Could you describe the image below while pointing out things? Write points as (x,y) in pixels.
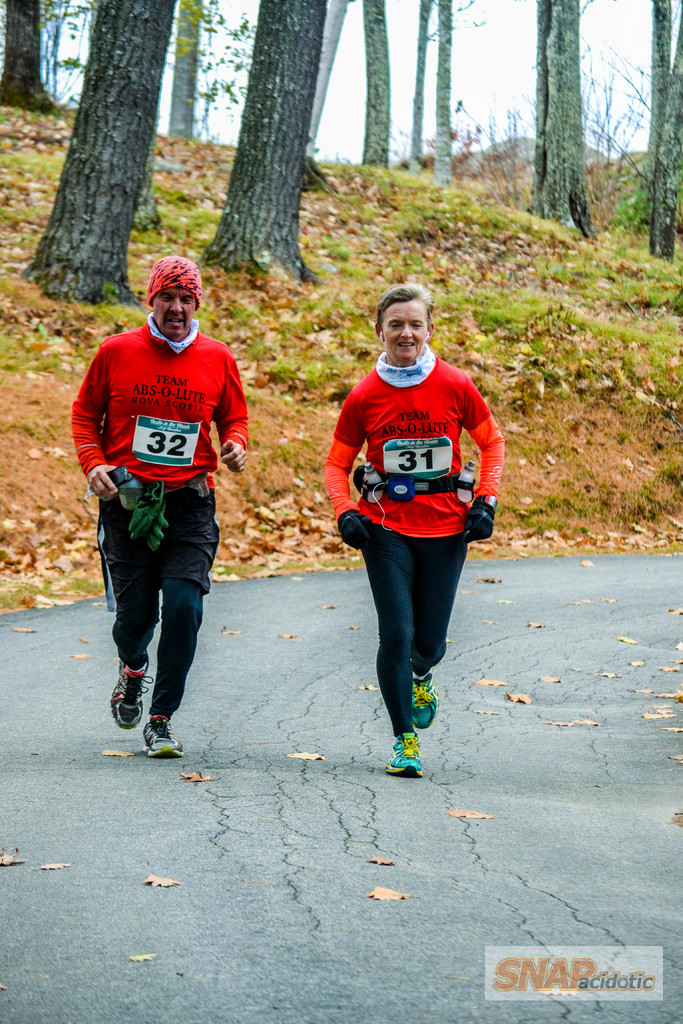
On the left side (180,483), there is a person (115,398) in a red color t-shirt (93,374), smiling and running on the road (169,780). On the bottom right (641,990), there is a watermark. In the background (350,369), there are trees (35,10), plants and grass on a hill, there are mountains (526,142) and there are clouds (594,17) in the sky (395,133).
